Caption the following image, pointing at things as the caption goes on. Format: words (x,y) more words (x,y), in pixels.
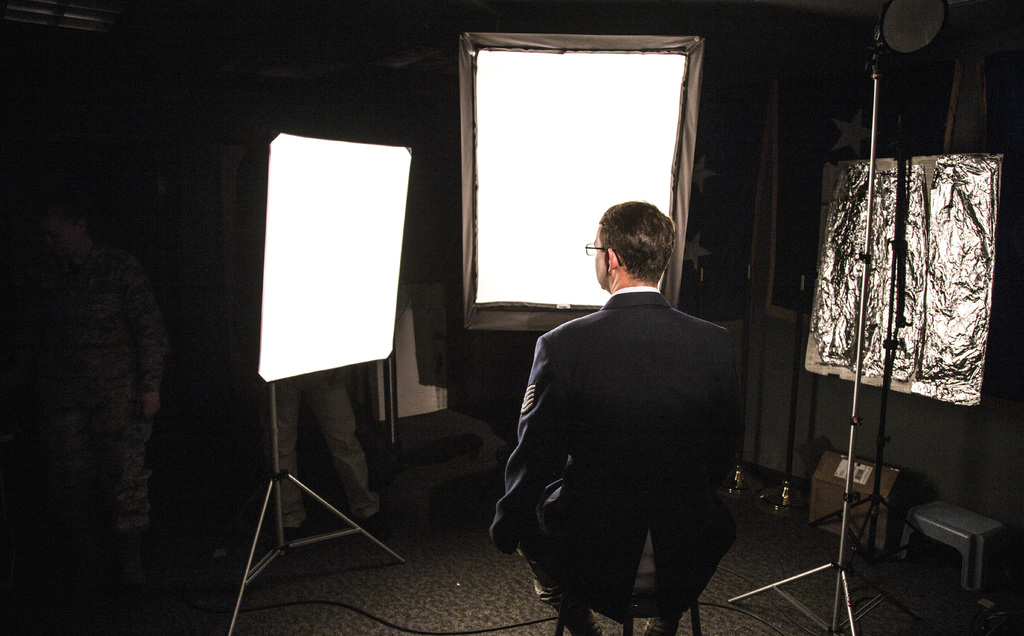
In this image we can see a person (607,452) wearing black color suit (601,425) sitting on stool (643,598) and in the background of the image (125,274) there are some persons (118,287) wearing camouflage dress (120,310), we can see some screens (384,248) which are in white color and there is a wall (1016,484).
